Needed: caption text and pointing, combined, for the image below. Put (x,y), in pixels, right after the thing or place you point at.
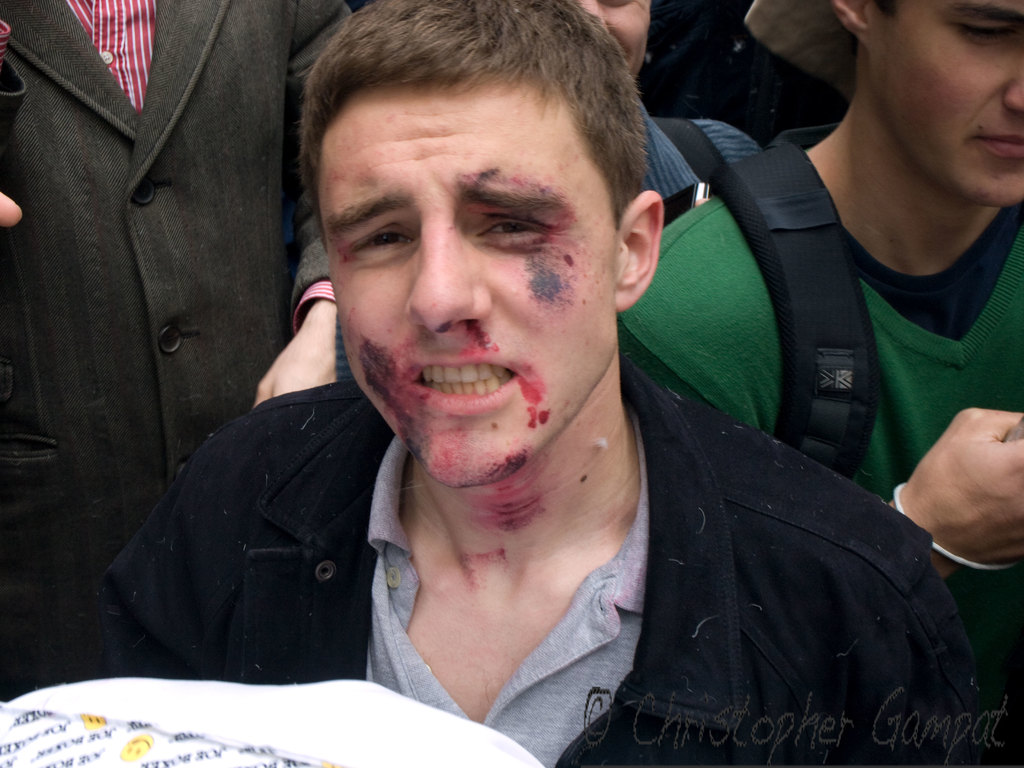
In this image I can see people (463,320) and in the bottom left corner (310,746) there is an object (190,682).
